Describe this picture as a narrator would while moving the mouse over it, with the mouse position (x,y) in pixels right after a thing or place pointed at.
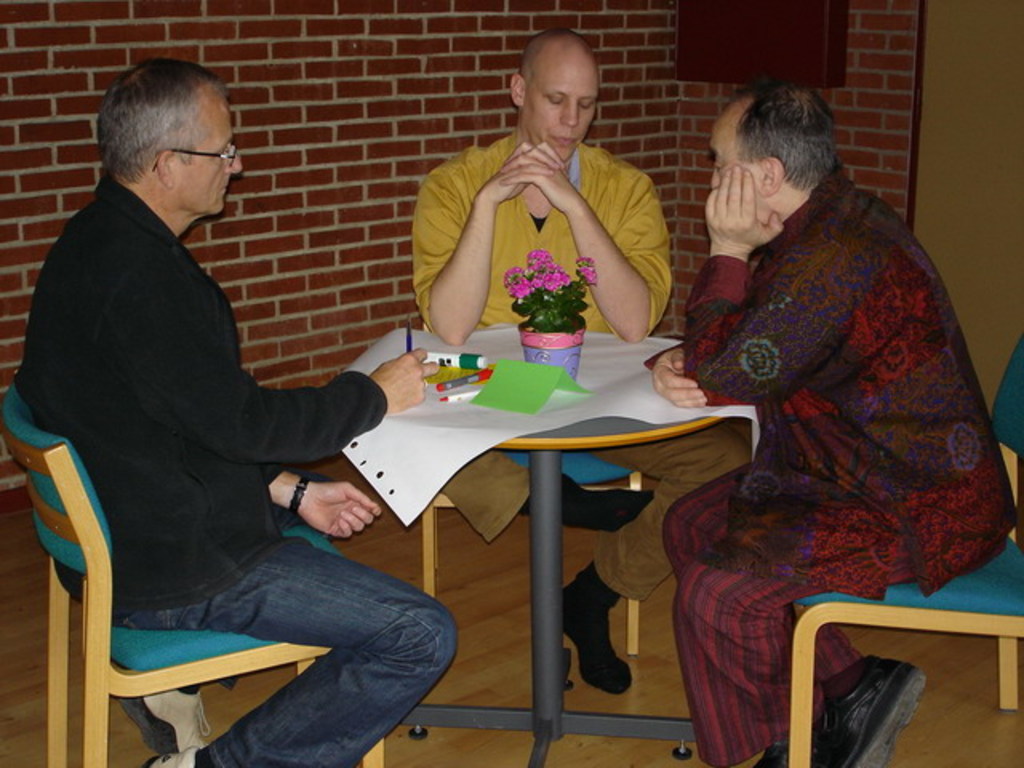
There are three members (508,256) sitting in the chairs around a table (621,339) on which a paper (474,429), flower vase (561,279), papers (510,384) and pens (439,362) were placed. Three of them were men (621,200). In the background (391,112) there is a wall (368,42).
